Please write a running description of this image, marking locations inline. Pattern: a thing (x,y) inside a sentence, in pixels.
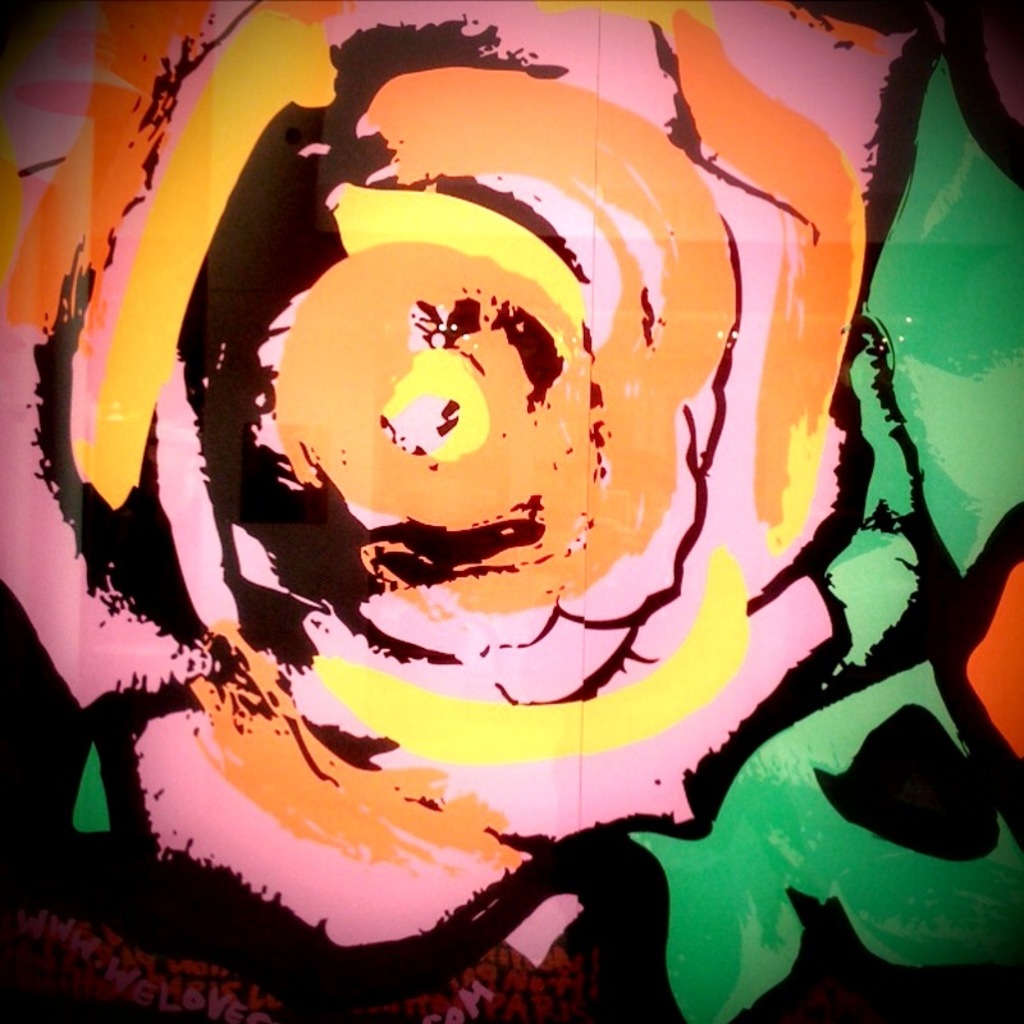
Here in this picture we can see some sort of painting (655,235) drawn over a place (605,674) over there.
